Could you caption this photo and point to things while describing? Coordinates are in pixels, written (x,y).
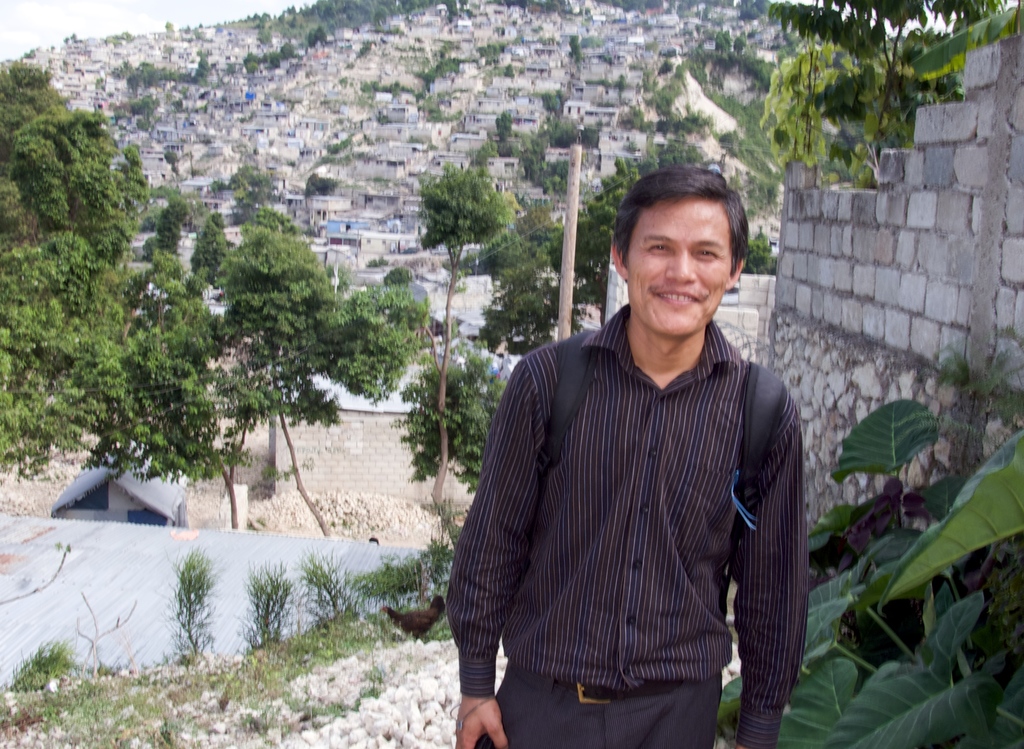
In the picture I can see a man (632,441) is standing on the ground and smiling. In the background (378,124) I can see houses (461,134), buildings (461,134), a pole (569,257), trees (110,425), plants (315,575) and a wall (947,236). On the left (135,23) the image I can see the sky (85,29).
